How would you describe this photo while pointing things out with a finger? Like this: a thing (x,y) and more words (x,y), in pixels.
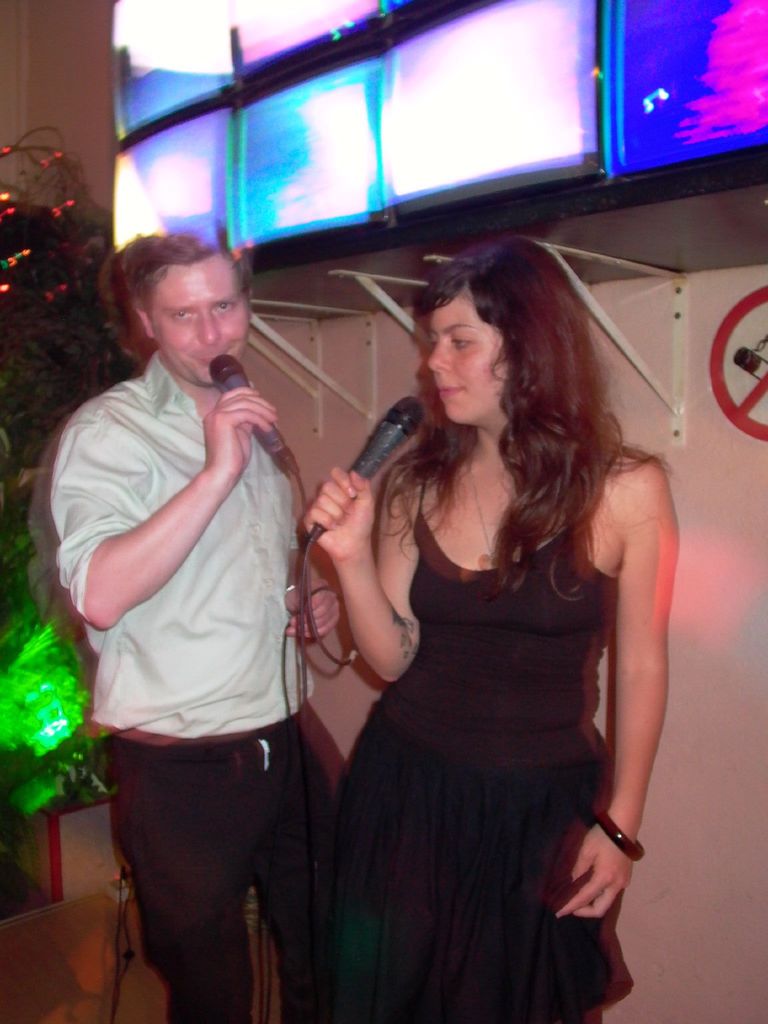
In the center of the image (393,573) we can see two persons (343,582) are standing and they are smiling. And we can see they are holding microphones (272,435) and they are in different costumes (553,580). In the background (761,441) there is a wall (735,469), screens (300,32), one sticker (767,357) on the wall (687,430), lights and a few other objects (33,278).
